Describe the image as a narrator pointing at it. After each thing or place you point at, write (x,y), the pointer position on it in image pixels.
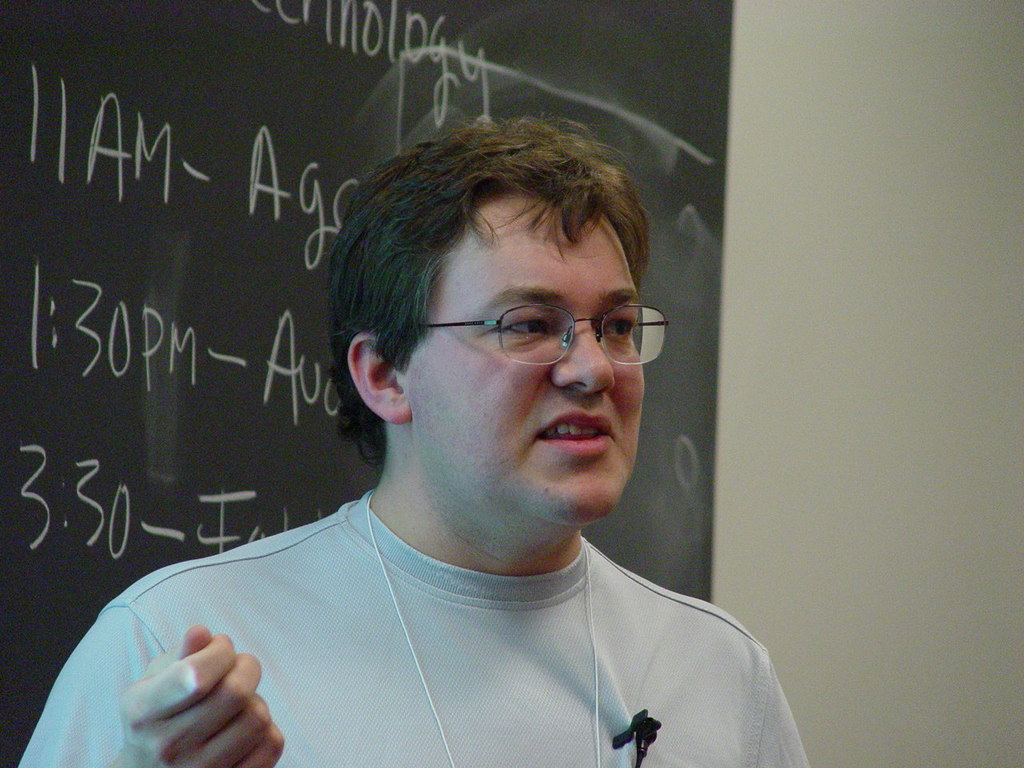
In this image we can see a person (619,690) with goggles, there we can see a thread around his neck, and a clip (637,723) to his shirt (385,587), behind him we can see a blackboard (233,276) with some text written on it and a wall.
